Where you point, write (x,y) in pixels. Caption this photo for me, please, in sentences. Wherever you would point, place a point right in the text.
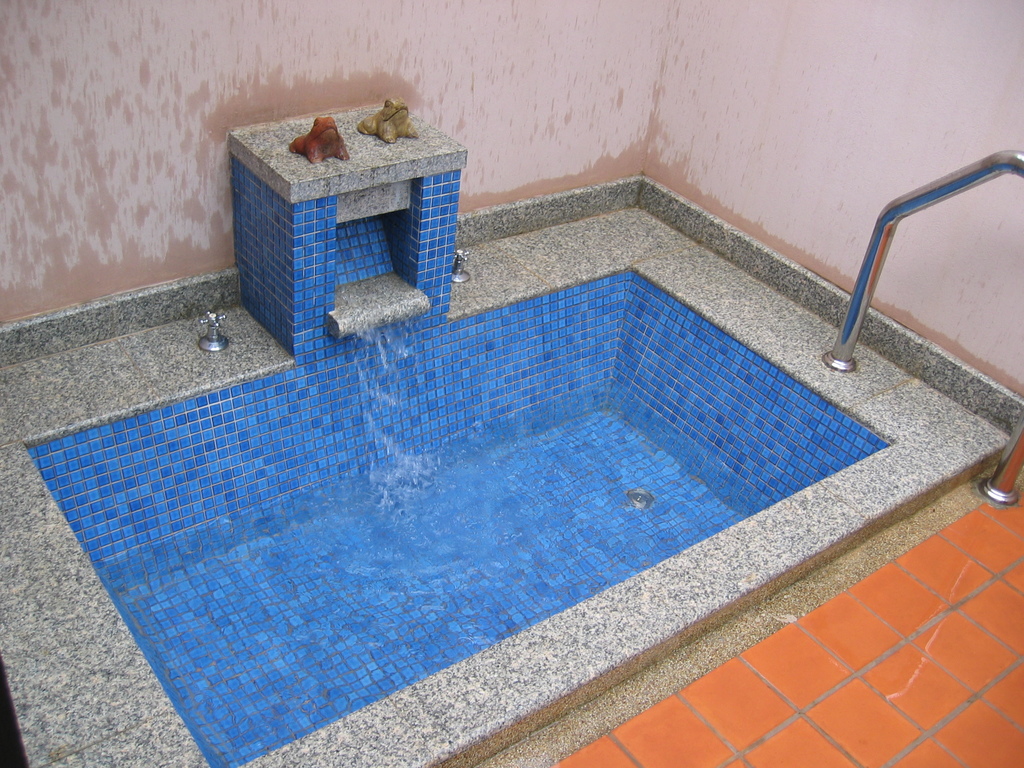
In this image I can see a concrete tank (435,619). There is water (477,485) and there are some objects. There are walls (645,117), iron rods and there are tiles (909,708).
